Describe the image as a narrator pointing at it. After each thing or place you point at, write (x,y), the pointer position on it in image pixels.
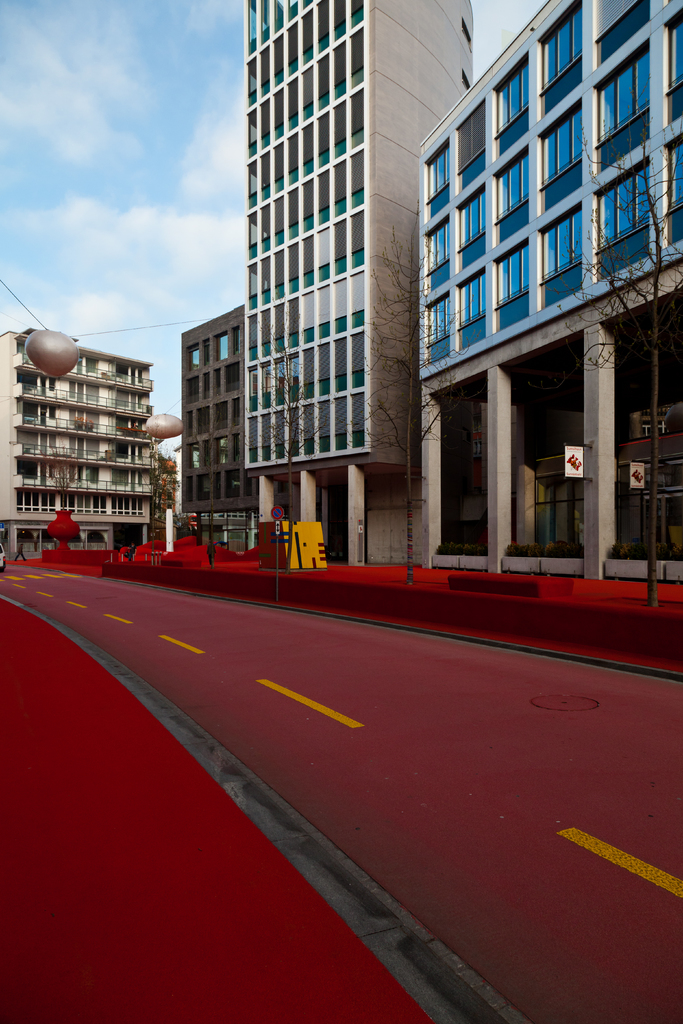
In this picture I can observe a road (316,731) which is in red color in the middle of the picture (310,634). In the background (294,440) there are buildings (284,406) and some clouds (179,232) in the sky (135,174).
